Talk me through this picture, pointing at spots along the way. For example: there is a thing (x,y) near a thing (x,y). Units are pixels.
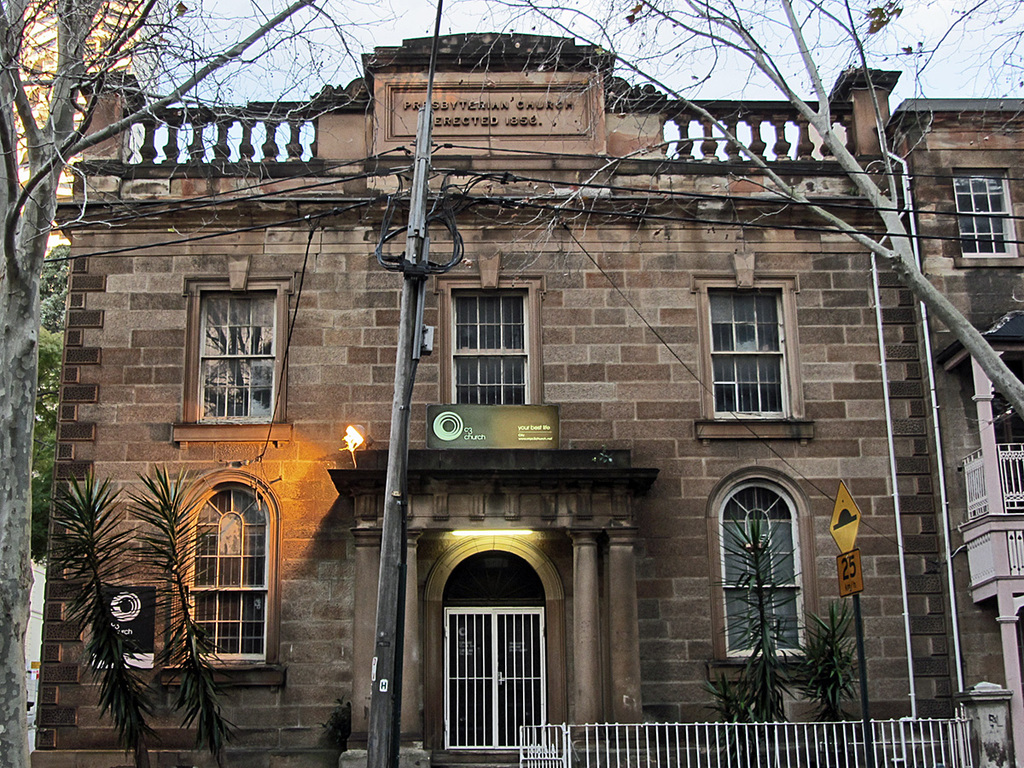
In this image there is a building (201,397), in front of the building (194,485) there are trees (22,469), plants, utility pole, railing (785,726) and there is a pole (857,622) with sign boards (842,568). In the background (178,50) there is the sky (413,14).
